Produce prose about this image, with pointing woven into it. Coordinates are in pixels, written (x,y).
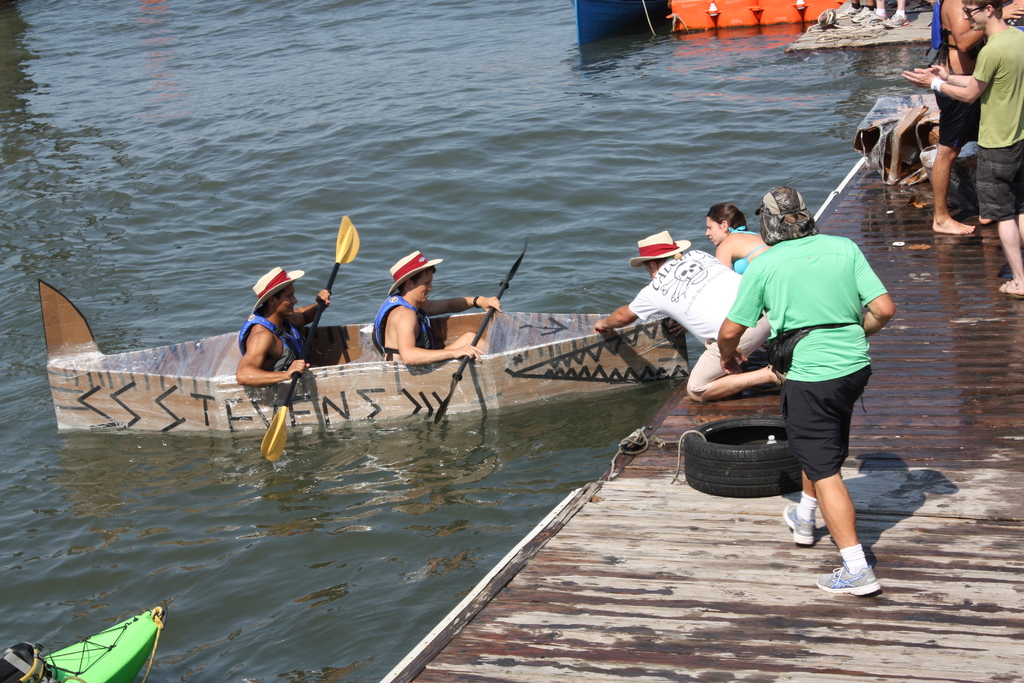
In this picture I can see couple of men (428,351) seated in the boat (364,341) and holding paddles (486,323) in their hands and I can see another boat (105,660) on the side and I can see few people (843,517) are standing and couple of them holding the boat (577,356) and I can see a wooden dock (618,599).
